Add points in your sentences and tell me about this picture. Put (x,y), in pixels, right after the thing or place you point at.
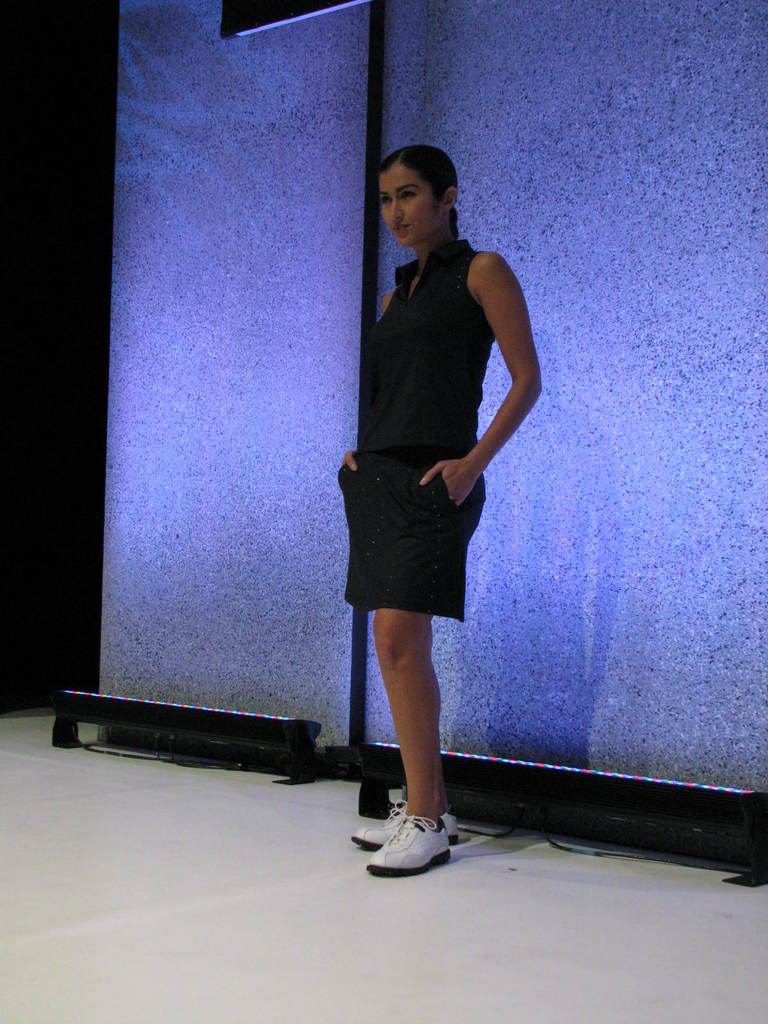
The woman (492,450) in the middle of the picture (492,450) who is wearing black dress (442,452) is standing. She is wearing the white shoes (425,820). Behind her, we see a wall (635,306) and an iron pole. On the left side (78,331), it is black in color. At the bottom of the picture (255,851), we see a white floor (356,854).
